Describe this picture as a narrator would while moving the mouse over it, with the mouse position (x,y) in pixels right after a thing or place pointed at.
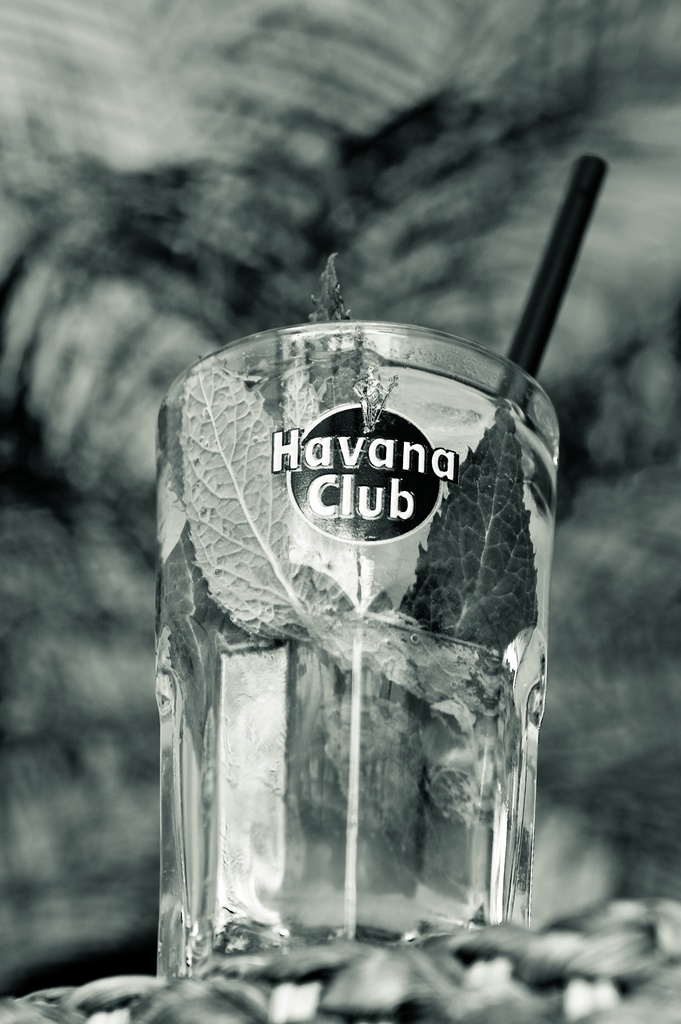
In this picture I can observe a glass (285,630) with some drink (244,887) in it. There are some leaves (463,586) and straw (586,190) in the glass (321,753). The background (107,654) is completely blurred. This is a black and white image.
